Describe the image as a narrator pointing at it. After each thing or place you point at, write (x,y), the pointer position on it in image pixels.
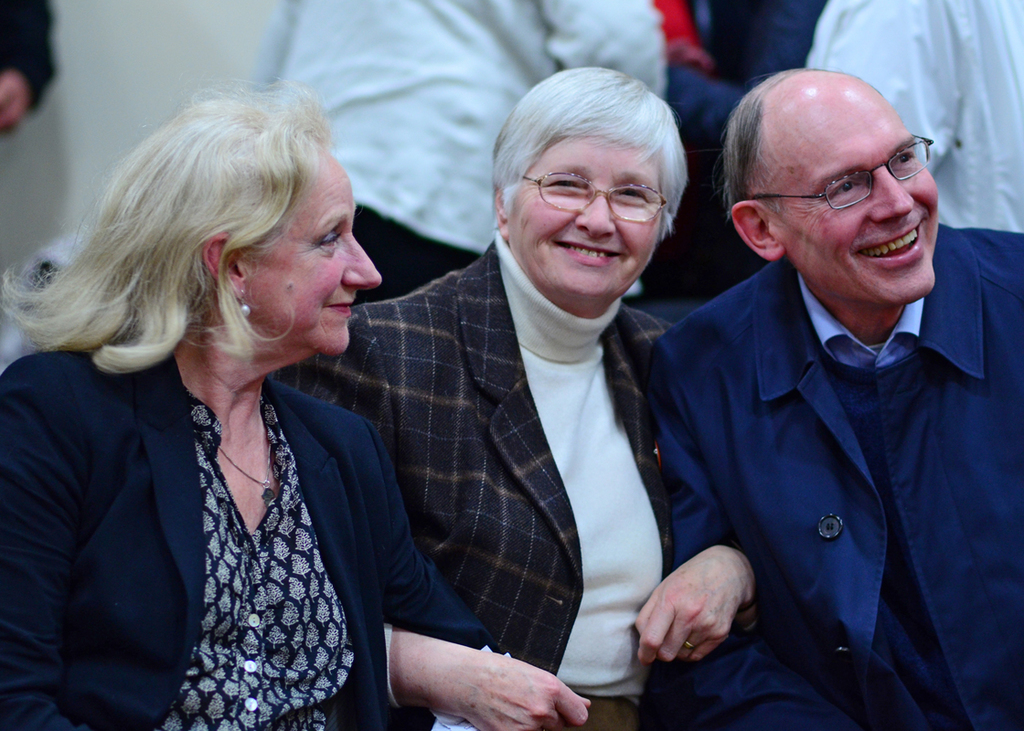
In this image we can see many people (509,163). Few are wearing specs (590,189). In the back (162,72) we can see a wall (105,74).
